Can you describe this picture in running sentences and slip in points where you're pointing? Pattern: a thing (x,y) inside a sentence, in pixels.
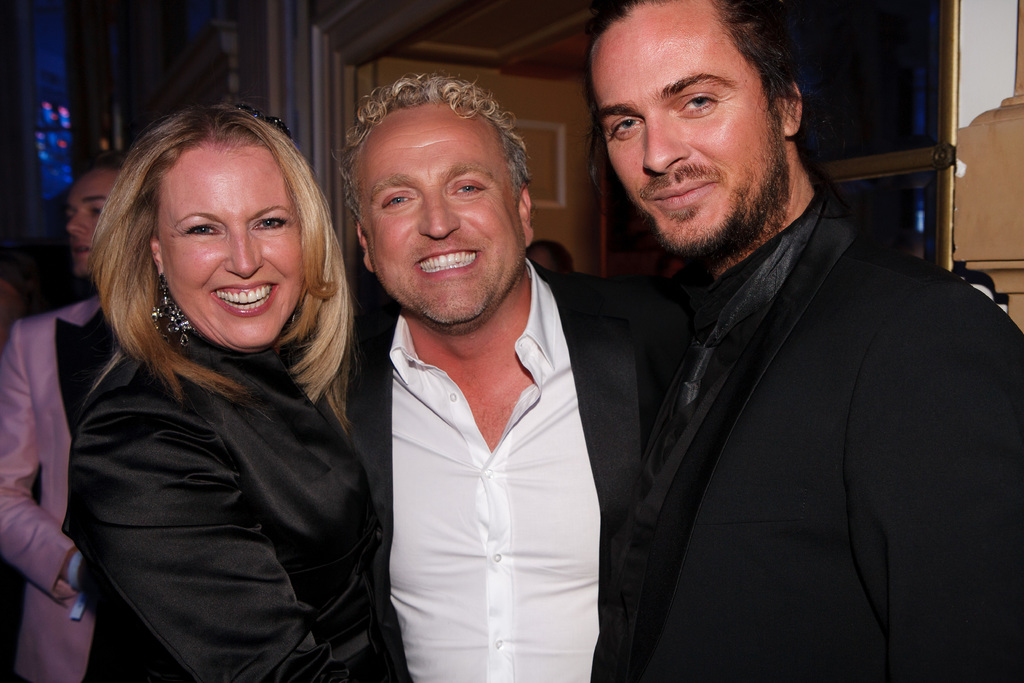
In this image I can see two men (544,442) wearing black colored blazers (809,436) and a woman (328,465) wearing black colored dress (244,511) are standing and smiling. In the background (627,193) I can see the door (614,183), the wall (574,144) and a person (28,334) wearing pink colored dress (23,359) is standing to the left side of the image (13,350).
